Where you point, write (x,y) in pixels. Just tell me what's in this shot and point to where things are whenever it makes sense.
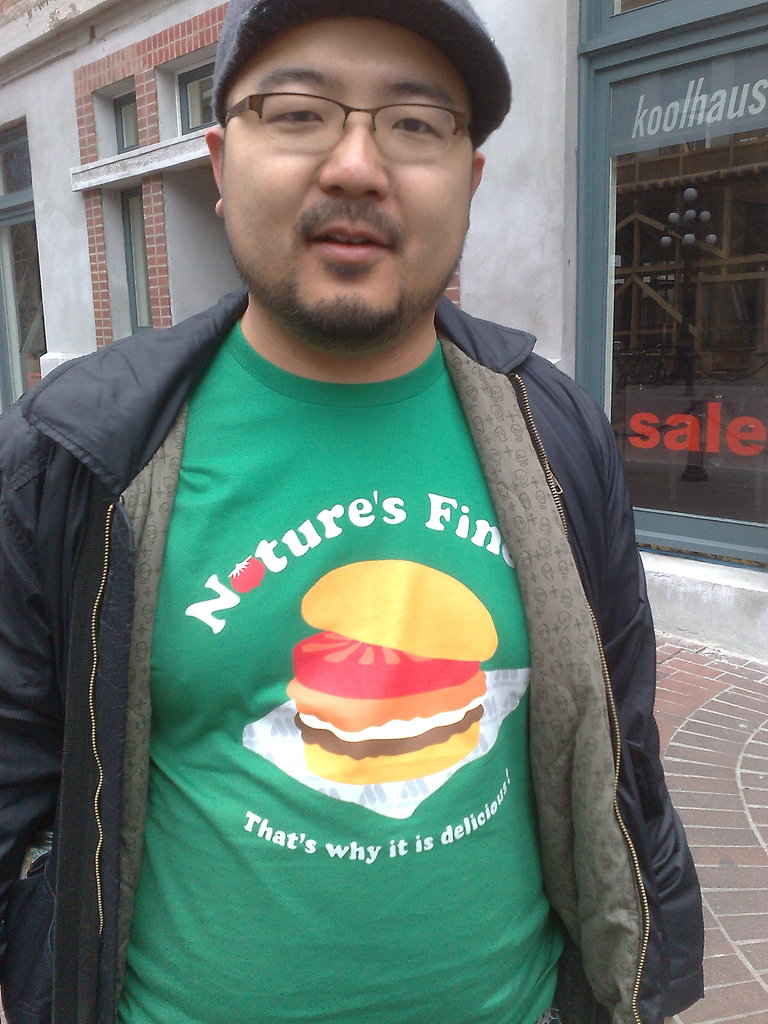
In the center of the image (347,510) we can see a man (253,504) is wearing jacket (131,360), spectacles (296,122), hat (466,27). In the background of the image (585,141) we can see wall (509,129), doors (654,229), windows (123,115), building (168,121) are there. At the bottom of the image (741,846) floor (764,839) is present.
